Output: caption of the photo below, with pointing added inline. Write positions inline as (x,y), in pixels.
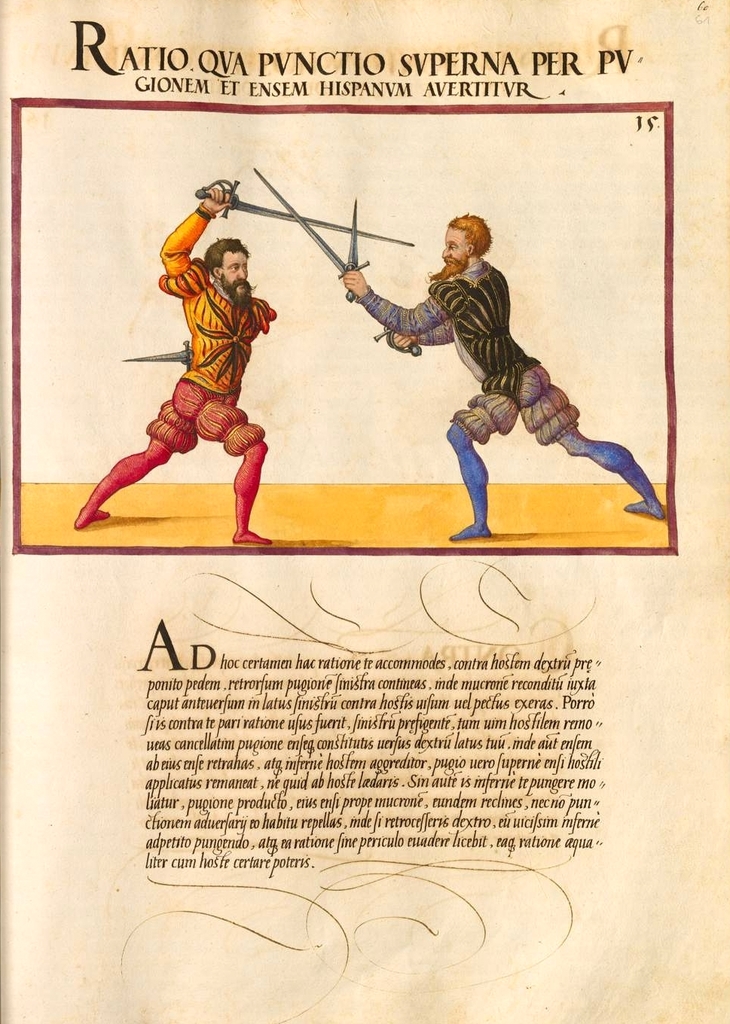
In the image there is a depiction (347,370) and above the depiction (384,363) there is a title (485,72) and under the depiction (500,534) there is some text (283,724).
